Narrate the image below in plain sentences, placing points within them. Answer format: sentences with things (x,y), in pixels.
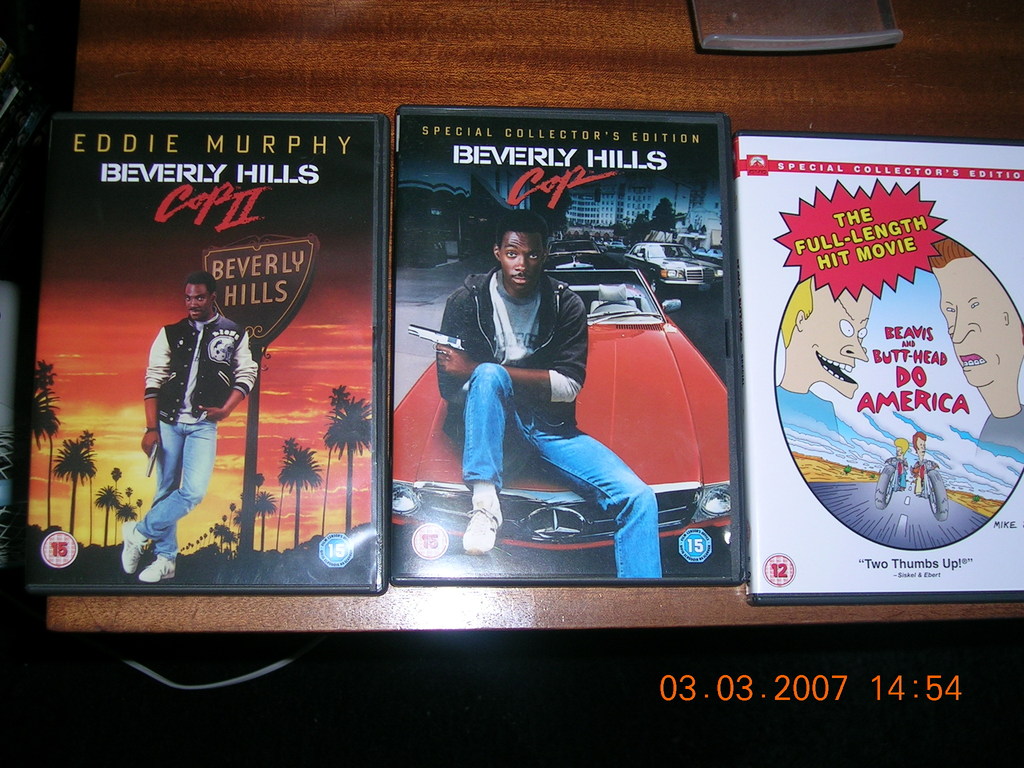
In this picture we can see DVD cases (413,497) on a wooden surface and on these DVD cases (435,328) we can see some people (212,425), buildings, cars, trees (117,500), name board (254,320) and some text (272,265) and in the background (15,351) we can see some objects (10,138).
